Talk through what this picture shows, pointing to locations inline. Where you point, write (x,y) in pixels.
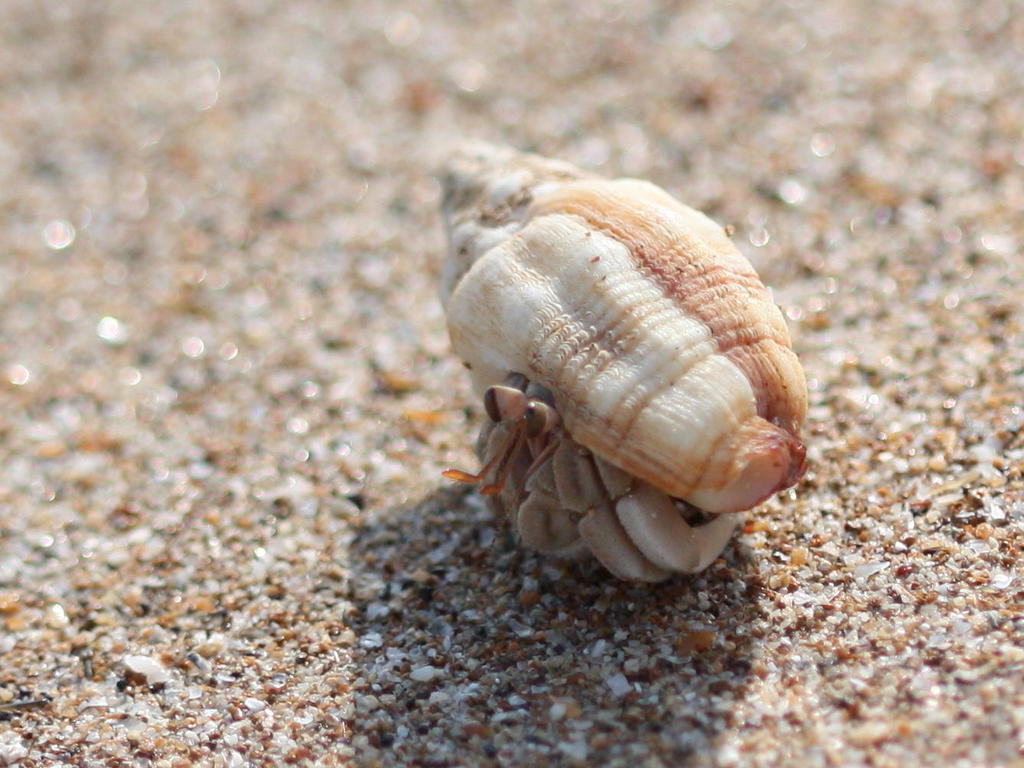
In this image I can see a seashell (623,370) which is cream and brown in color and in it I can see a crab (628,485) which is cream in color. In the background (252,205) I can see the blurry sand (323,99) and the ground (806,82).
